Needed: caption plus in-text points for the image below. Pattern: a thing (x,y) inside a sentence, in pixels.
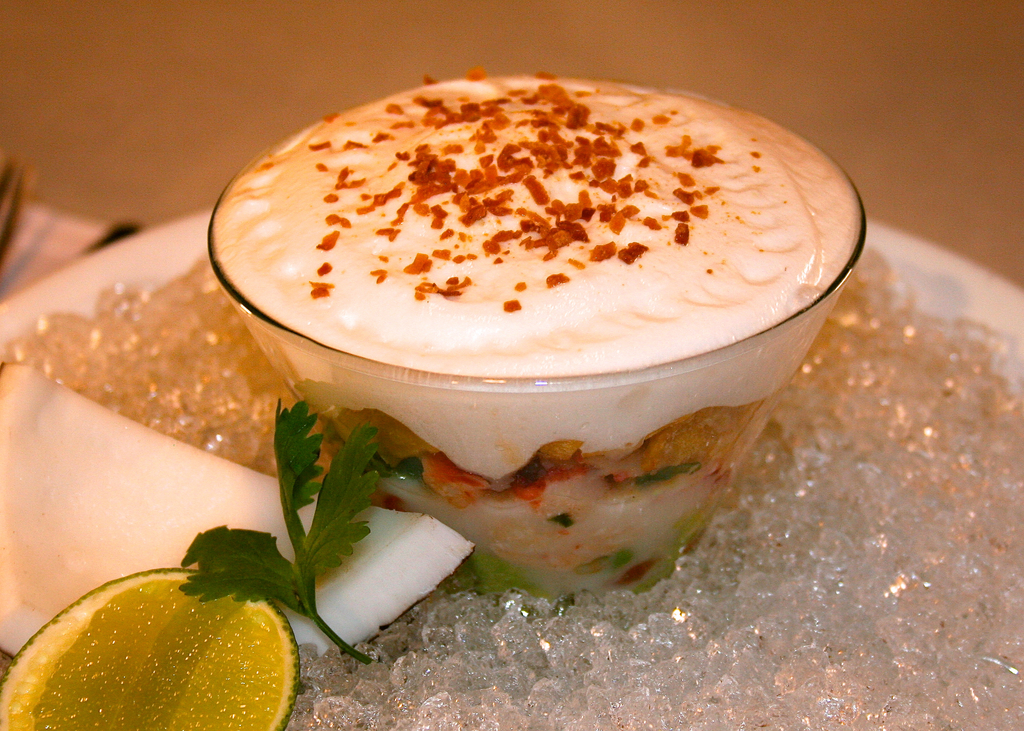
This image consist of ice (38,325) at the bottom (467,626). There is lemon (155,642) at the bottom (277,678). There is a piece of coconut (319,587) on the left side (138,504). There is a cup (813,343) and there is a cream (368,298) in that cup (554,381).
